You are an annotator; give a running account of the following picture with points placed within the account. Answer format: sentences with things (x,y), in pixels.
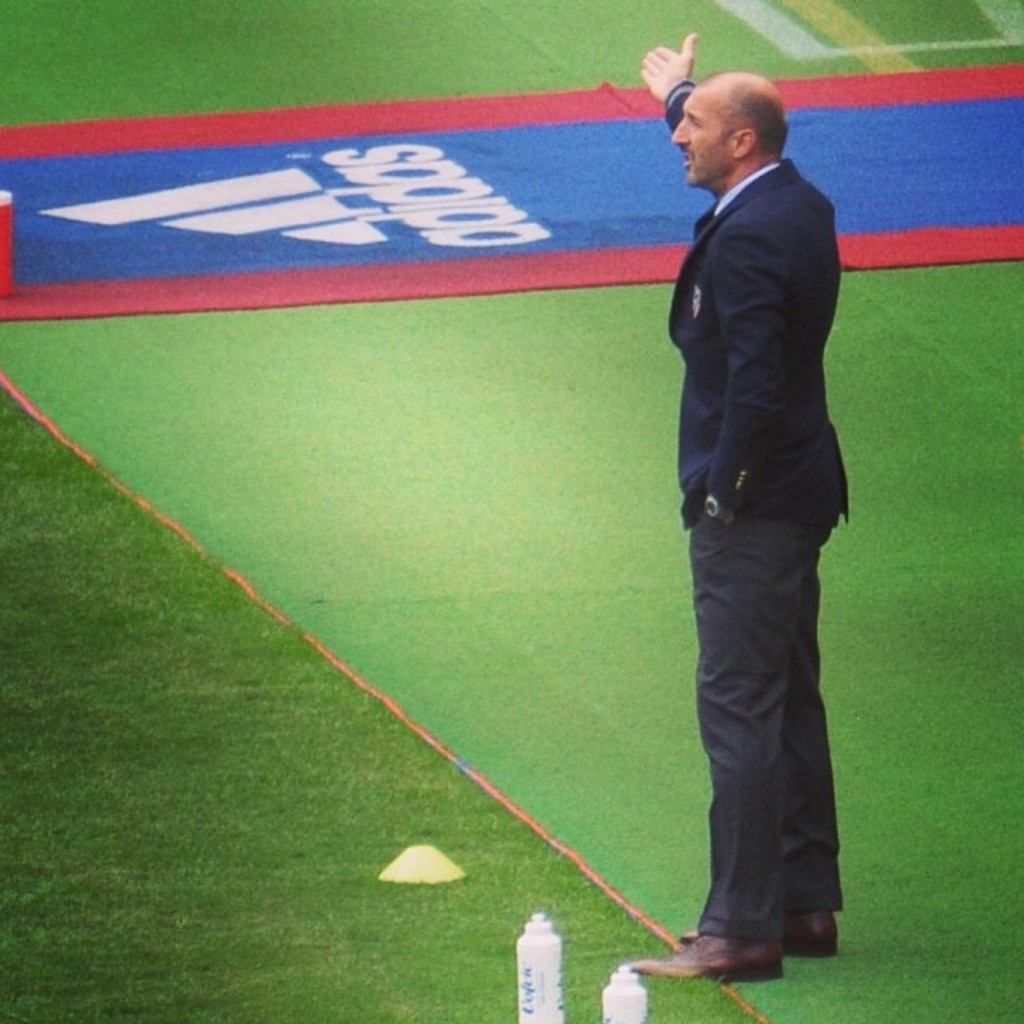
This image consists of a man (803,475) wearing a blue suit (756,226). At the bottom (154,789), we can see green grass (499,860) on the ground (515,913). And there are two bottles (629,1006) kept on the ground (44,766). In the middle (540,442), it looks like a carpet (478,232).
